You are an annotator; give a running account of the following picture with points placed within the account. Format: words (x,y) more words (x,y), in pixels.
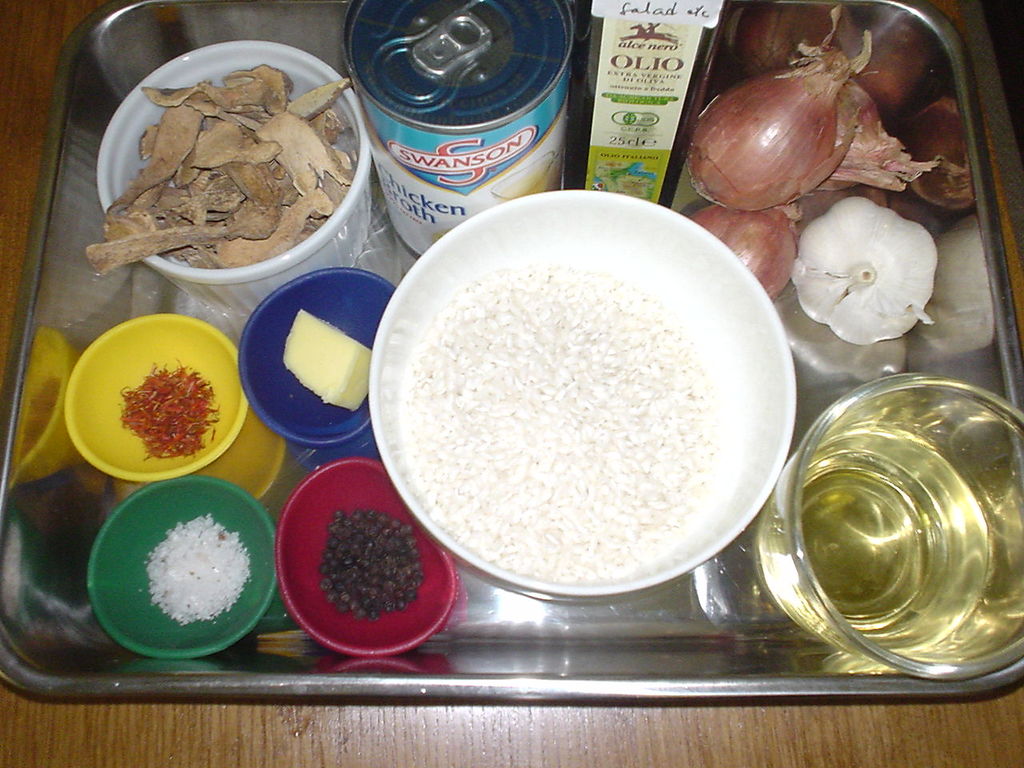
In this image we can see there is a table (873,718). On the table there are some food items (302,119) placed on a tray (300,19).
